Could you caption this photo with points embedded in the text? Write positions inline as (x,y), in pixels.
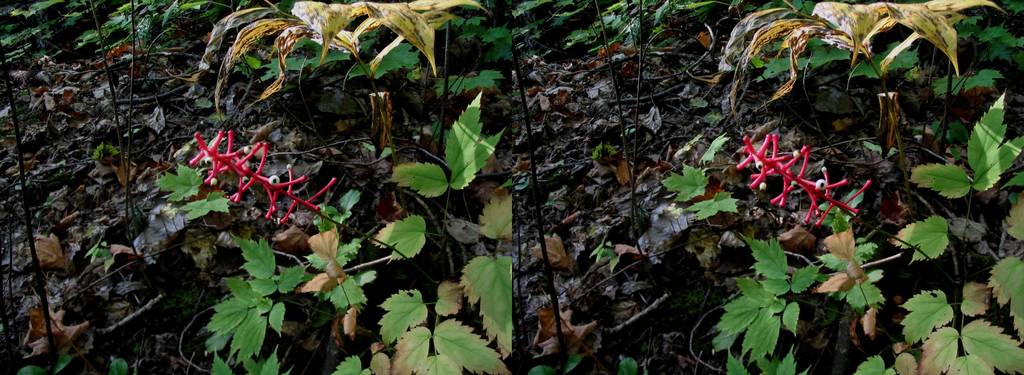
This is a collage image. In this image we can see plants (248,246) and dry leaves (557,227).
